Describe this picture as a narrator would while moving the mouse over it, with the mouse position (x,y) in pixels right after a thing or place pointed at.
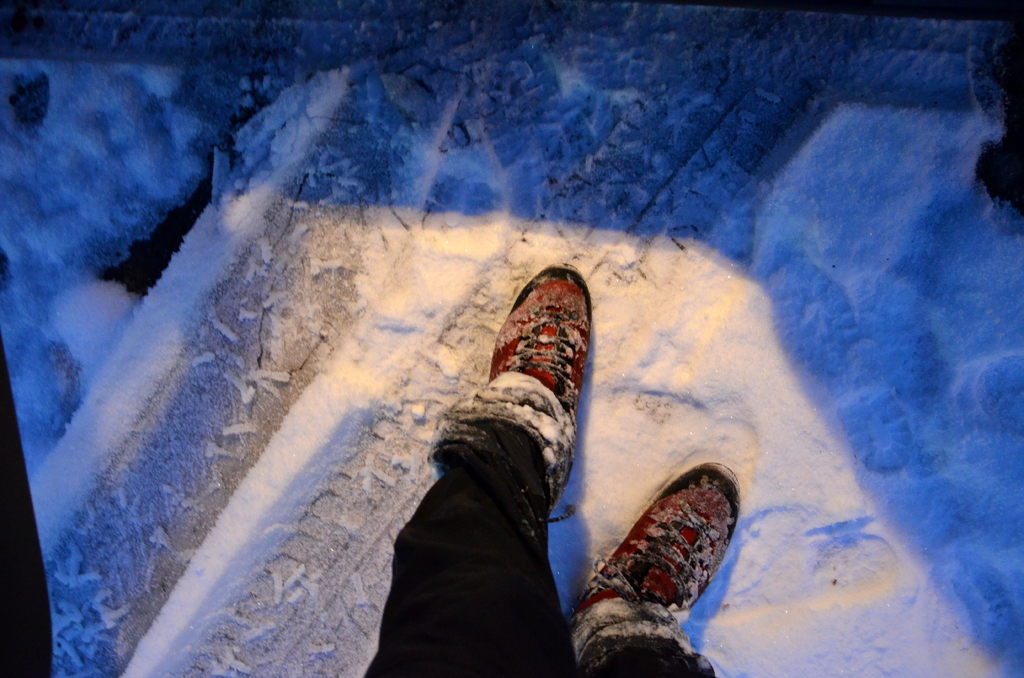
In the image we can see human legs (548,583) wearing clothes (546,512) and shoes (643,541). Everywhere there is the snow (740,194), white in color.
